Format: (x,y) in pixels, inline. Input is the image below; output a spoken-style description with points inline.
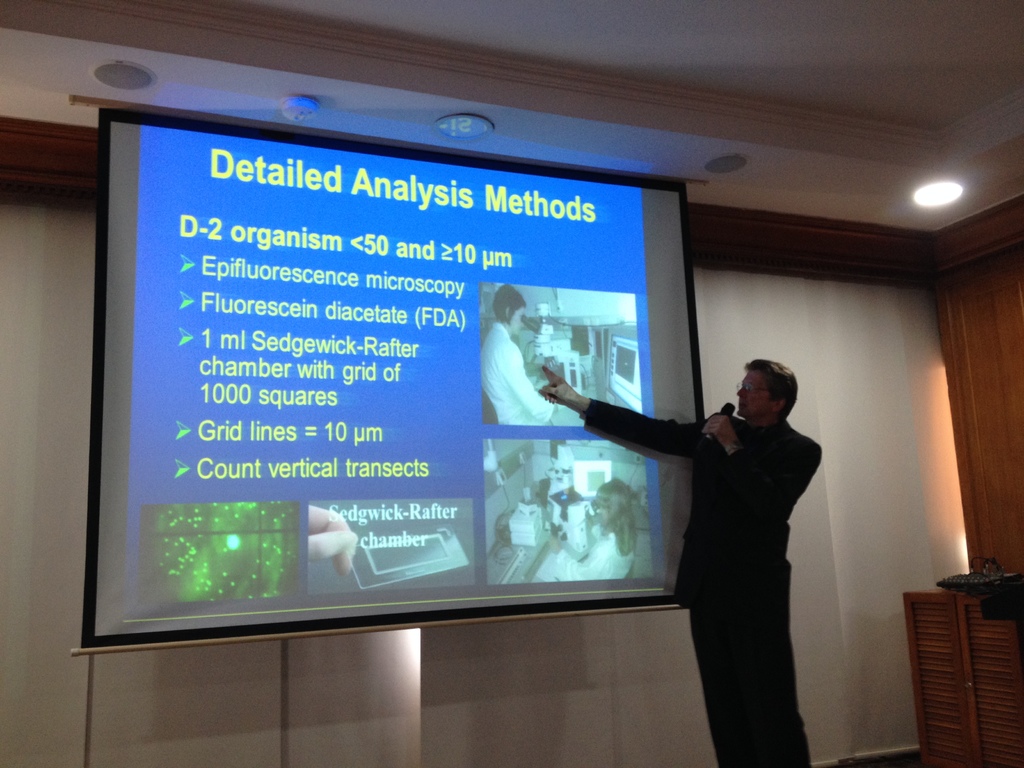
In this picture we can see a man (719,430) is holding a microphone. On the left side of the man (717,469), there is a projector screen (412,443). Behind the projector screen (322,352) there is a wall (597,656). On the right side of the image (944,584), there are some objects (923,592). At the top of the image (122,68), there are ceiling lights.
